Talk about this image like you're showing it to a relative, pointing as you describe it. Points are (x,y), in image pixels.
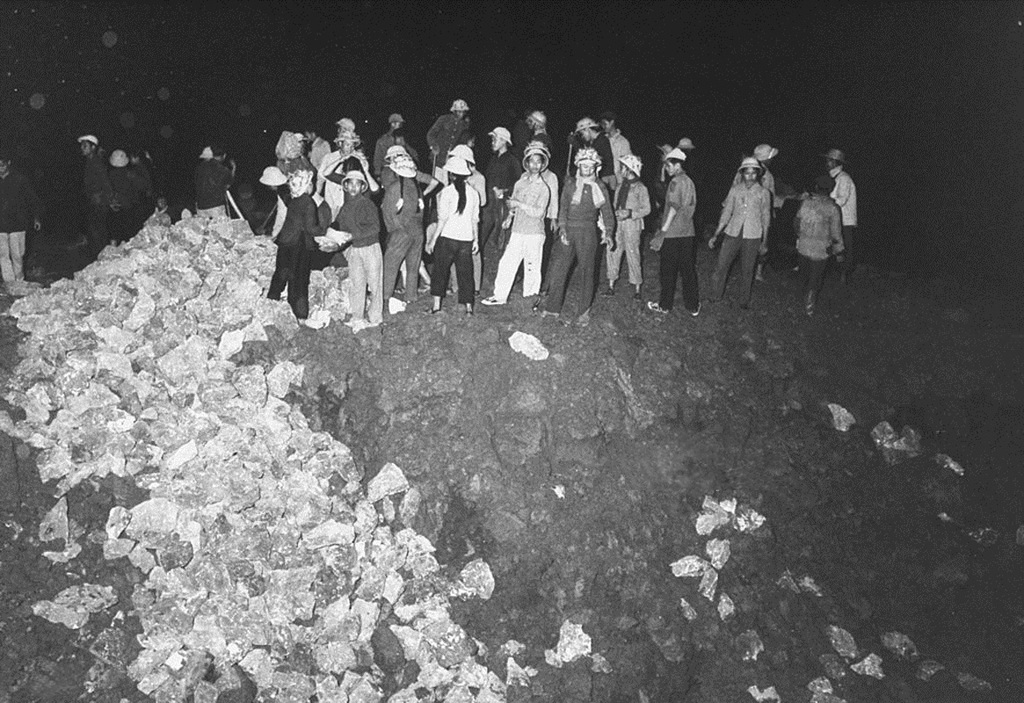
It is a black and white image, there are many people (476,221) standing on the surface (604,316) and on the left side (120,339) it looks like there are some rocks (204,411) and they are collecting those rocks (257,289).
